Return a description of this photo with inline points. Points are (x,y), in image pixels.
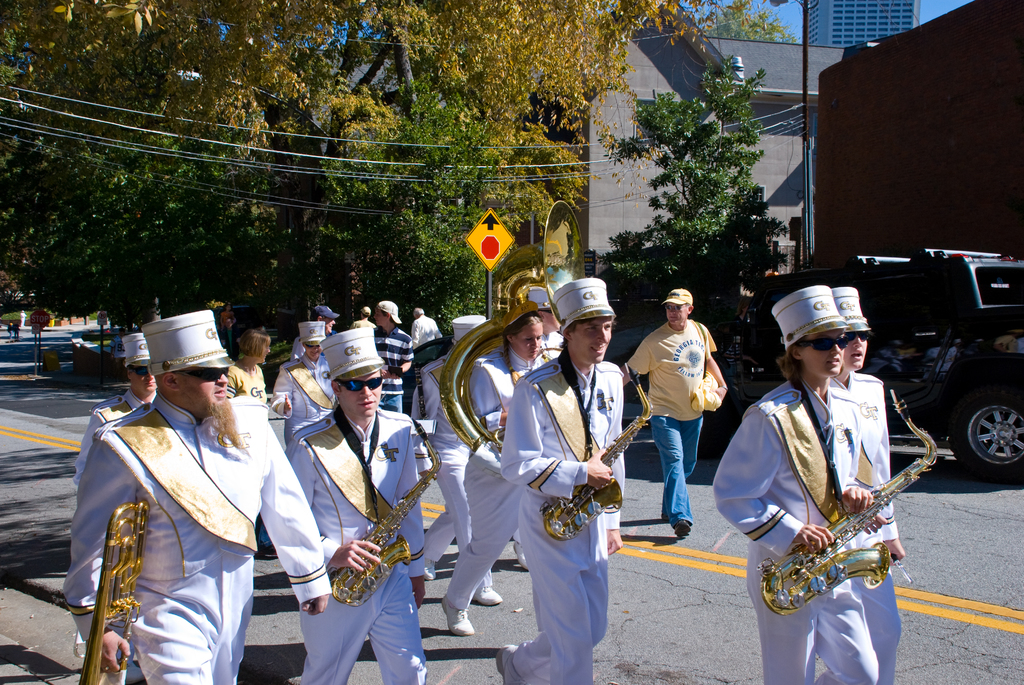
In this image we can see a few people (514,481) walking on a road (737,556) and holding musical instruments (564,501) and there is a vehicle (916,317) on the road (723,557), in the background (790,203) there are few buildings (631,209), trees (347,165) and a sign board (487,241) attached to the pole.
